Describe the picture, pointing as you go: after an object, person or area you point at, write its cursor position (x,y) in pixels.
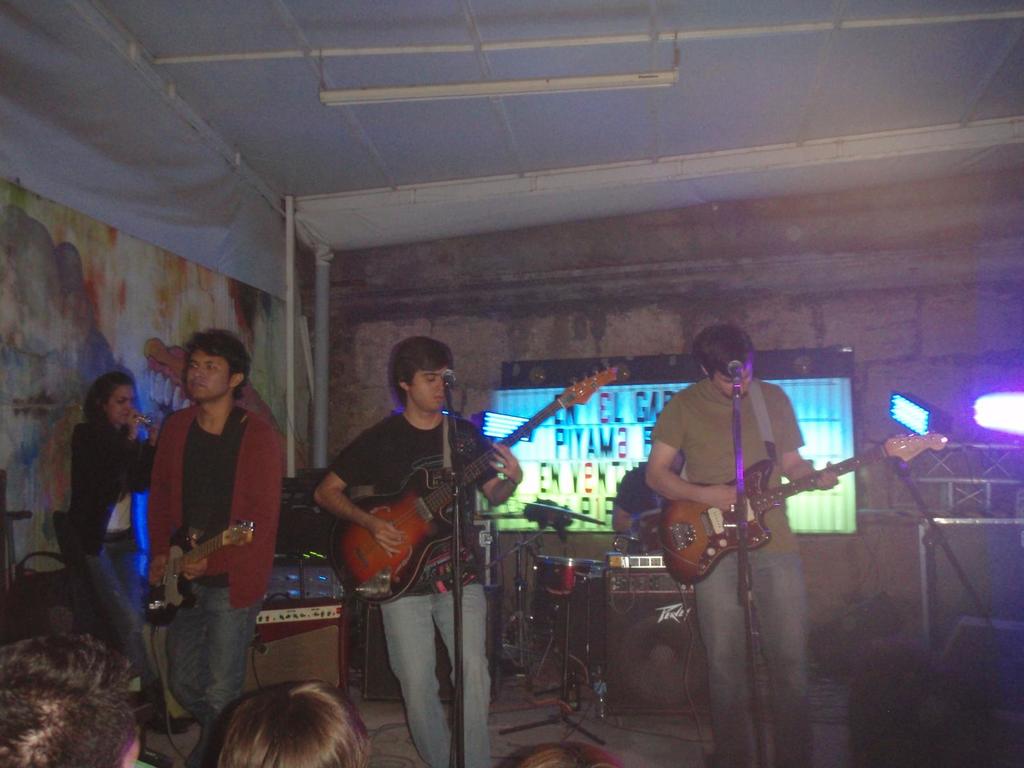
In the image we can see there are people (783,520) who are standing and holding guitar (390,564) in their hand (207,561) and at the back (148,485) there is woman (119,439) who is standing and holding microphone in her hand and in front (30,708) other people (327,726) who are present they are looking at them.
